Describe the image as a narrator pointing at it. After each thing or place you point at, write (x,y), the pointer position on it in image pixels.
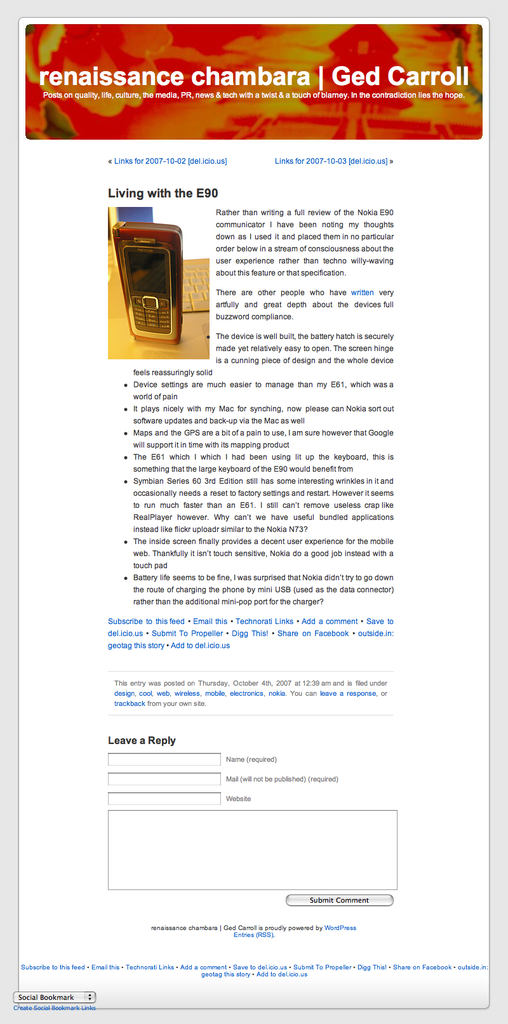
In this image we can see some text (233,546) on the screen (319,579) and also a mobile phone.
